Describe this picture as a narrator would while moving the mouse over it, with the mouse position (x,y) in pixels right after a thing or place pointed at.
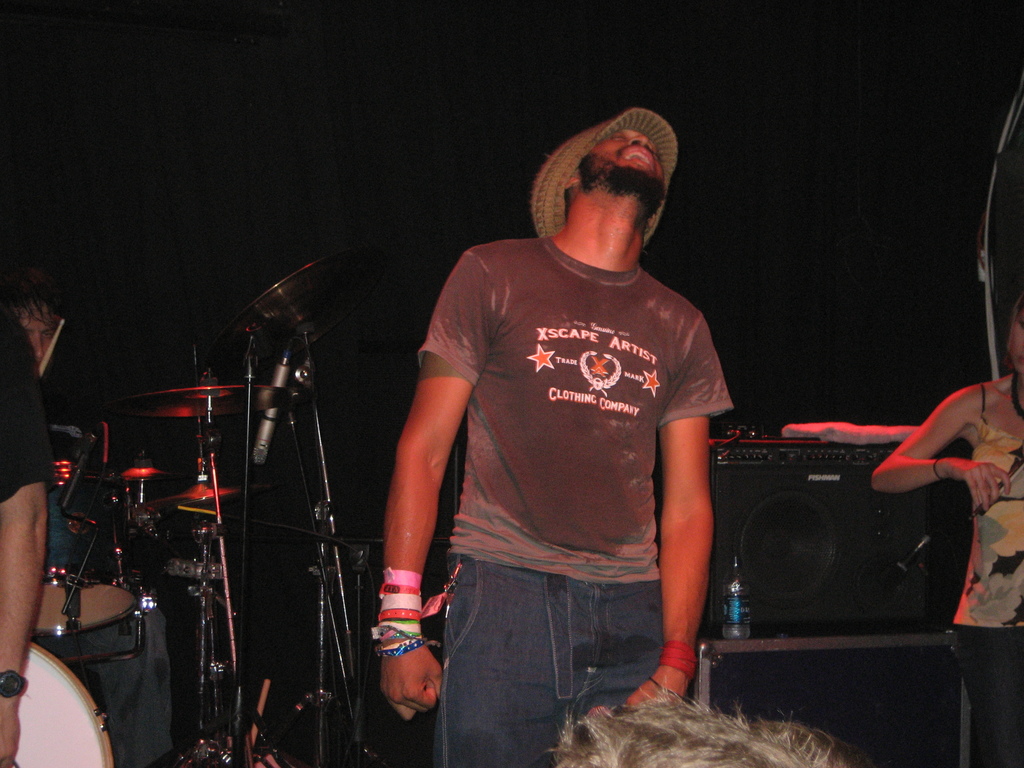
Here we can see man (516,357) in the center (499,406) looking towards the upward side and beside him there are musical instruments (197,410) with other people (975,489) present.
